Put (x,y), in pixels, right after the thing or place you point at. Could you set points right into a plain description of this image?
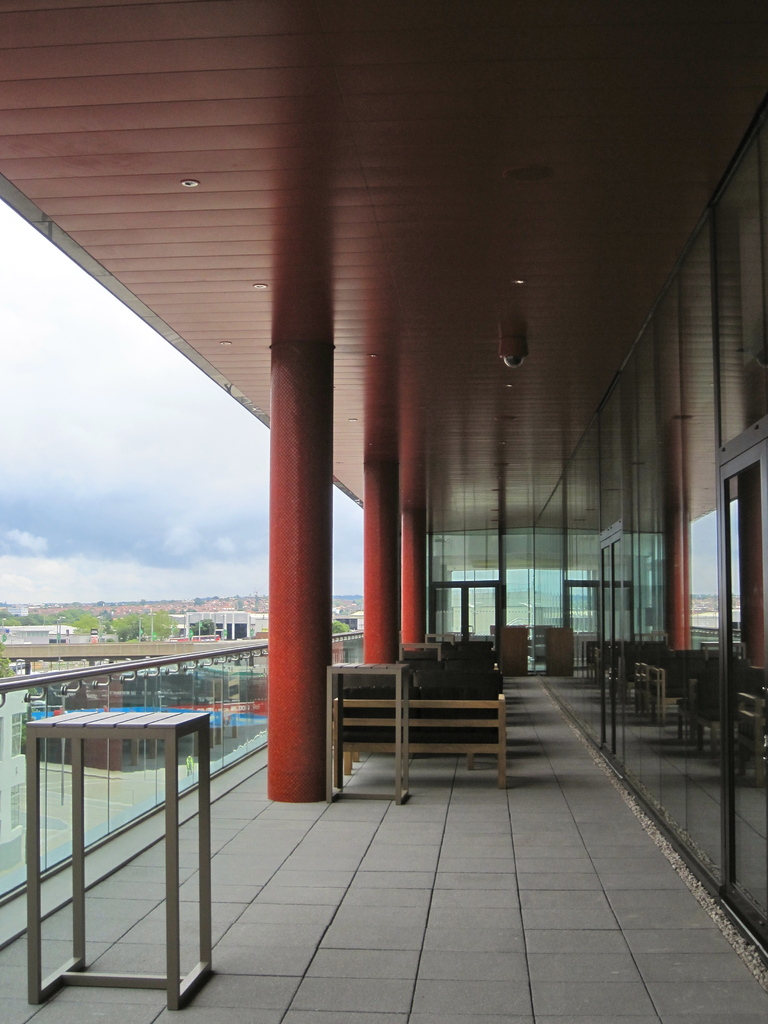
In this image there is a wall (626,469) towards the right of the image (699,767), there is a floor (498,843) towards the bottom of the image (488,910), there are objects (387,742) on the floor (259,792), there are pillars (413,589), there are trees (156,628), there are buildings (185,622) towards the left of the image (72,639), there is the sky (89,437) towards the left of the image (138,483), there are clouds (127,486) in the sky (124,464), there is a roof (478,256) towards the top of the image (324,152).
